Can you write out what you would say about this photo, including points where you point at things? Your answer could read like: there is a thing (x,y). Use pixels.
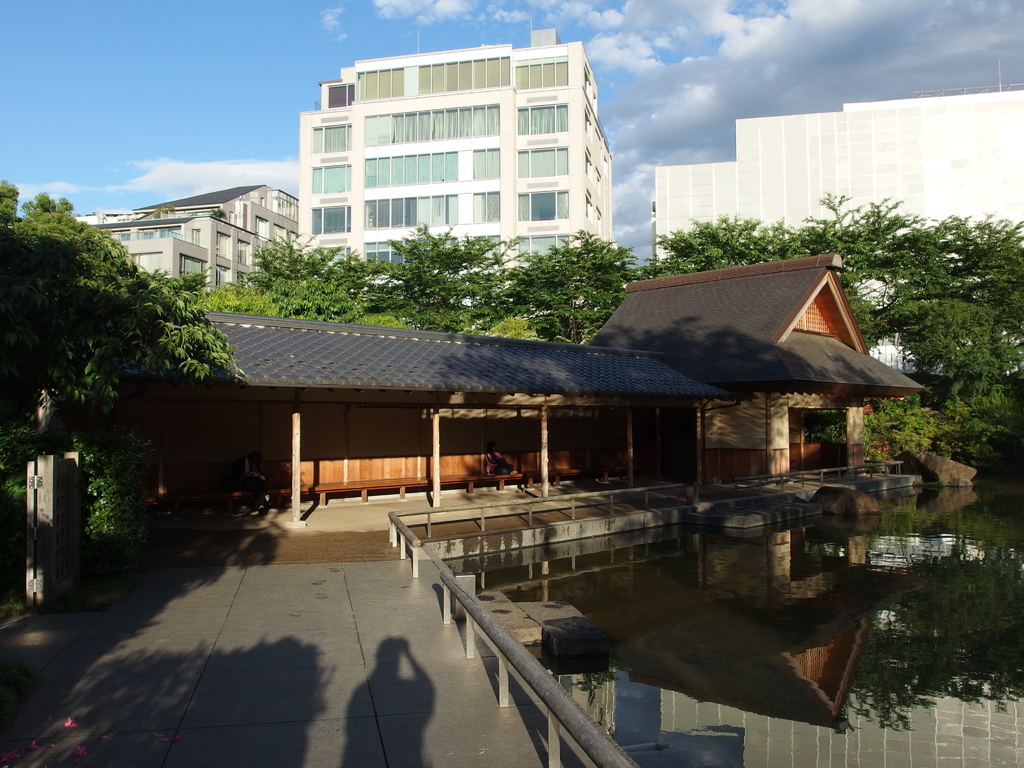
In this image on the right side (802,645), I can see the water (747,664). In the background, I can see the trees (95,302), buildings (225,262) and clouds (818,93) in the sky (325,52).
